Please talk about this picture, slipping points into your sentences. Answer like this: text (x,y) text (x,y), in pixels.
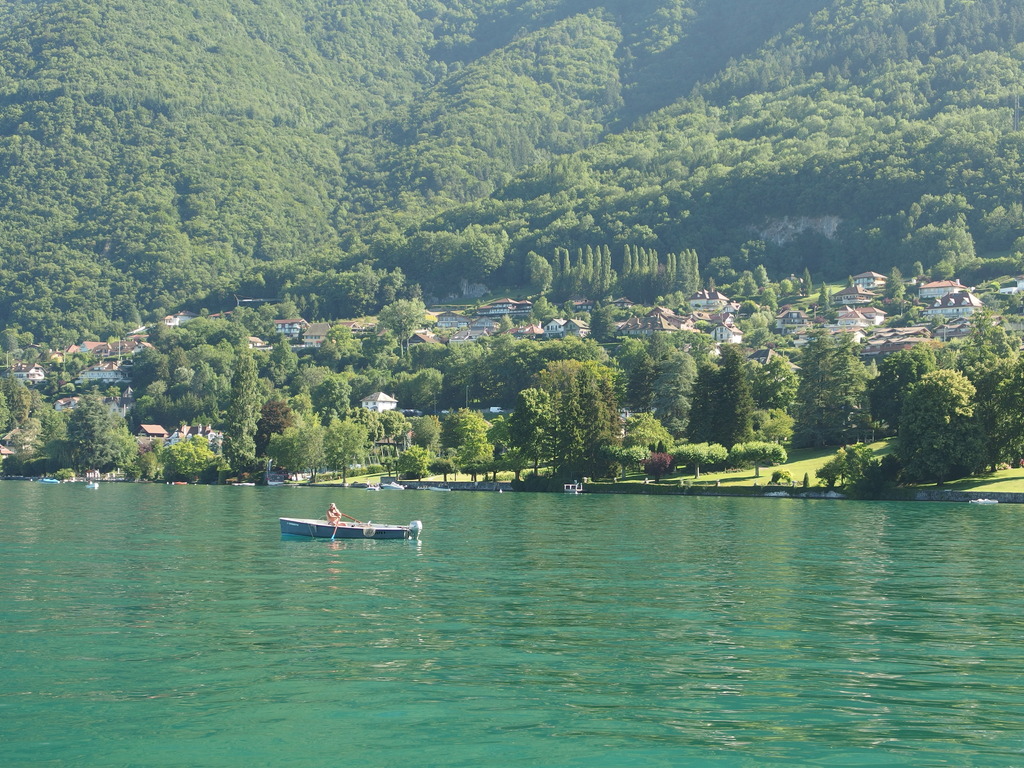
In the picture we can see water (689,725) which is green in color and in it we can see a boat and a person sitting in it and riding it and far away from it we can see a grass surface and on it we can see plants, trees (932,440), and in the middle of the trees (645,428) we can see some houses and behind it we can see full of trees (91,174) and hills (508,72) which are covered with plants (691,271).
